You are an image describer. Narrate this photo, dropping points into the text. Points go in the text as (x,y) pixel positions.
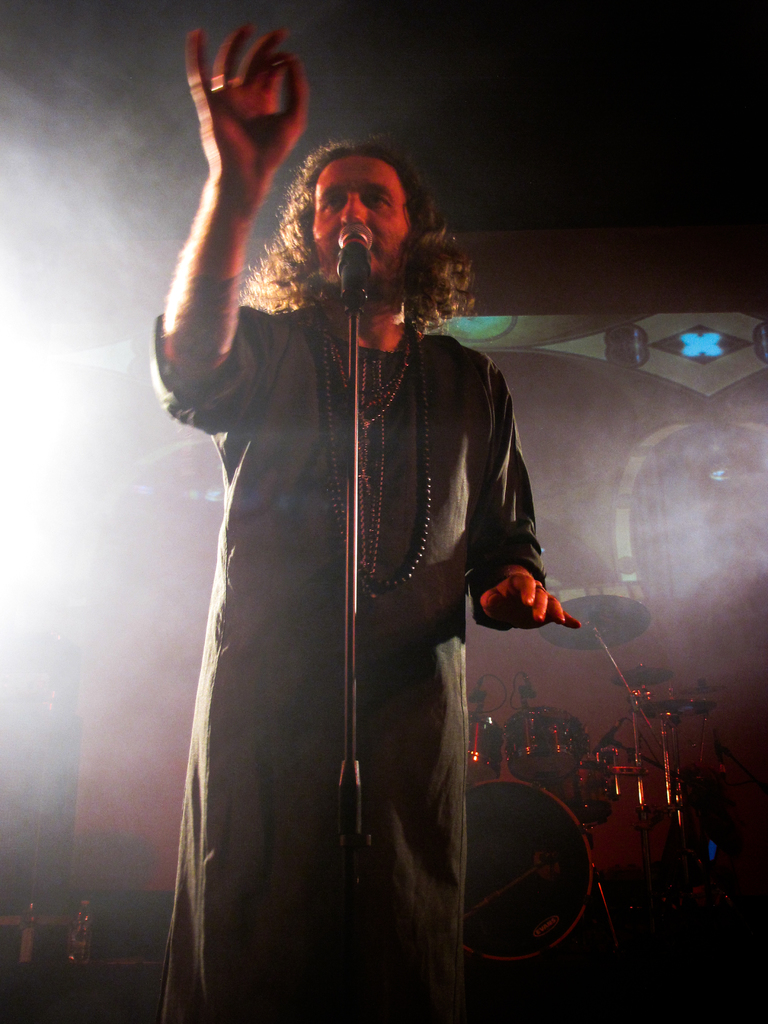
In this picture I can observe a man (342,562) standing in the middle of the picture (412,442) in front of a mic (350,295). The background (398,16) is dark and I can observe white color light (57,319) on the left side (41,590).
